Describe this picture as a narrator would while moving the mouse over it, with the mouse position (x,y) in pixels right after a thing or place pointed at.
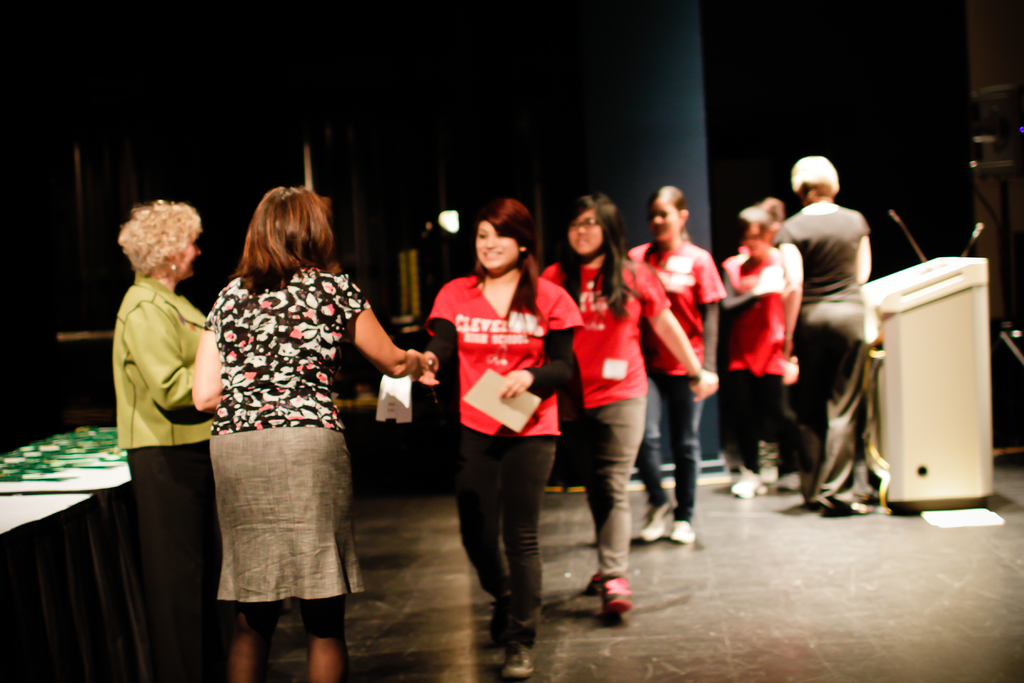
On the left side (295,483) 2 women (285,446) are standing, on the right side (704,312) few girls (565,371) are walking, they wore red color t-shirts (616,357) and a woman (851,318) is standing near the podium (959,349).
